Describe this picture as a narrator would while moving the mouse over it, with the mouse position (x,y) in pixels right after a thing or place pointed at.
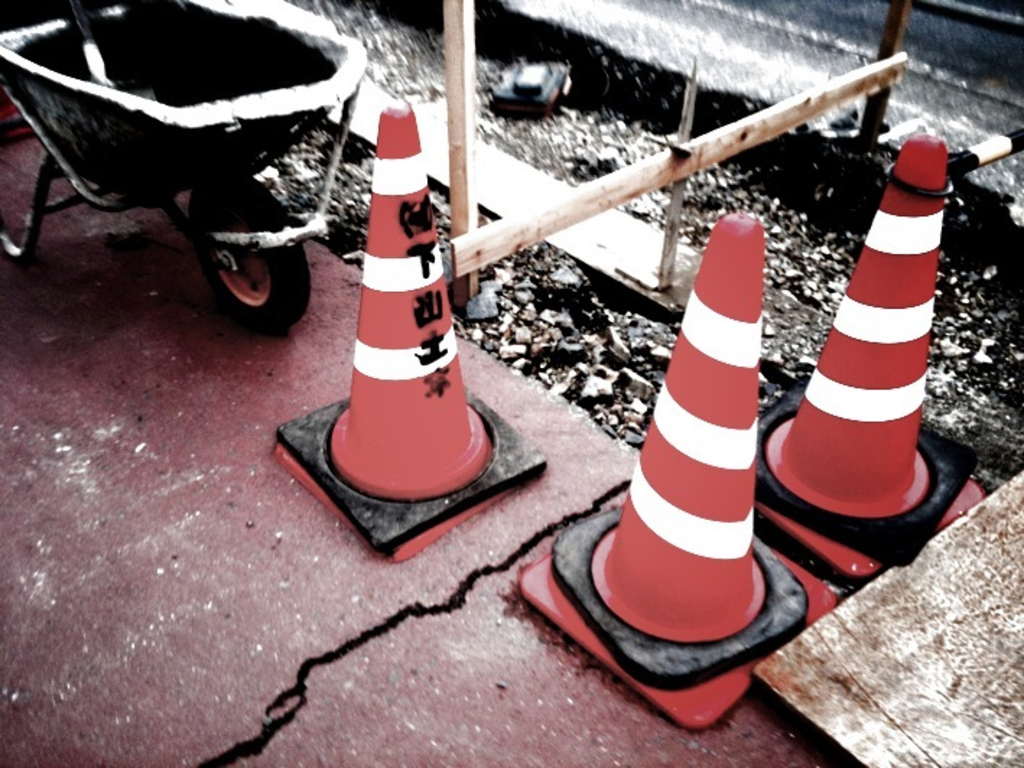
In the picture I can see traffic cones (615,580), wooden poles (589,201) and some other objects (287,313) on the ground (164,468).
